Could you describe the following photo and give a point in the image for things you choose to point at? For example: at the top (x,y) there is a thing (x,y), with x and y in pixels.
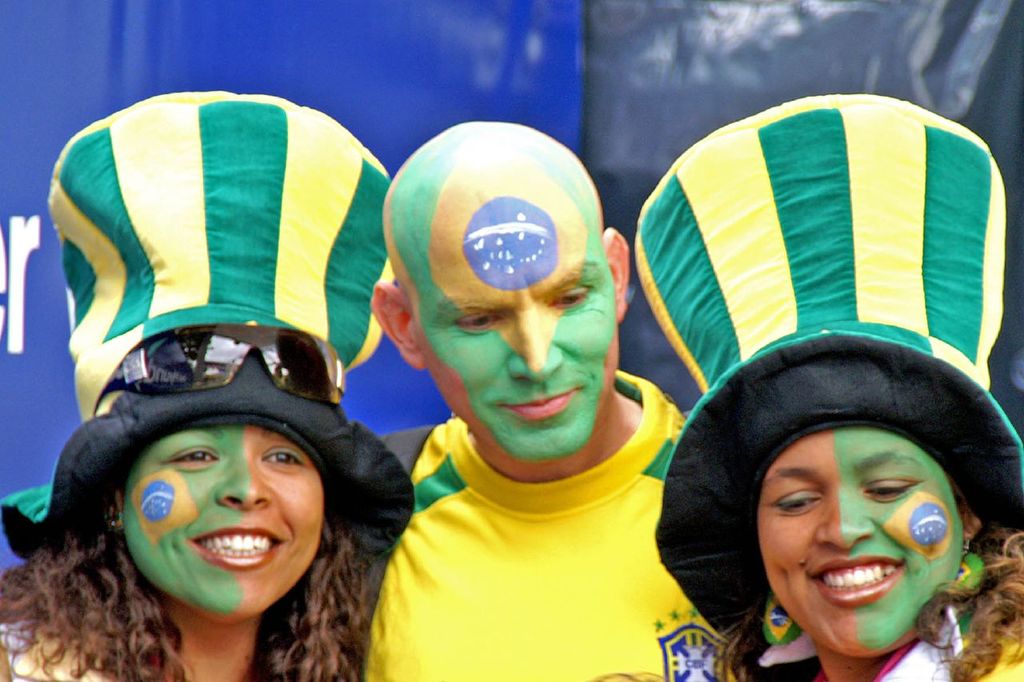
In this picture we can observe three members (553,417). Two of them were women (877,568) who were smiling and the other one was a man (492,447) wearing yellow color T shirt (542,558). All of them were having paints (577,424) on their faces (551,319) which were in green color. These two women (881,506) were wearing hats (768,332) on their heads (853,430). In the background (375,84) there is a blue color poster (290,64).
